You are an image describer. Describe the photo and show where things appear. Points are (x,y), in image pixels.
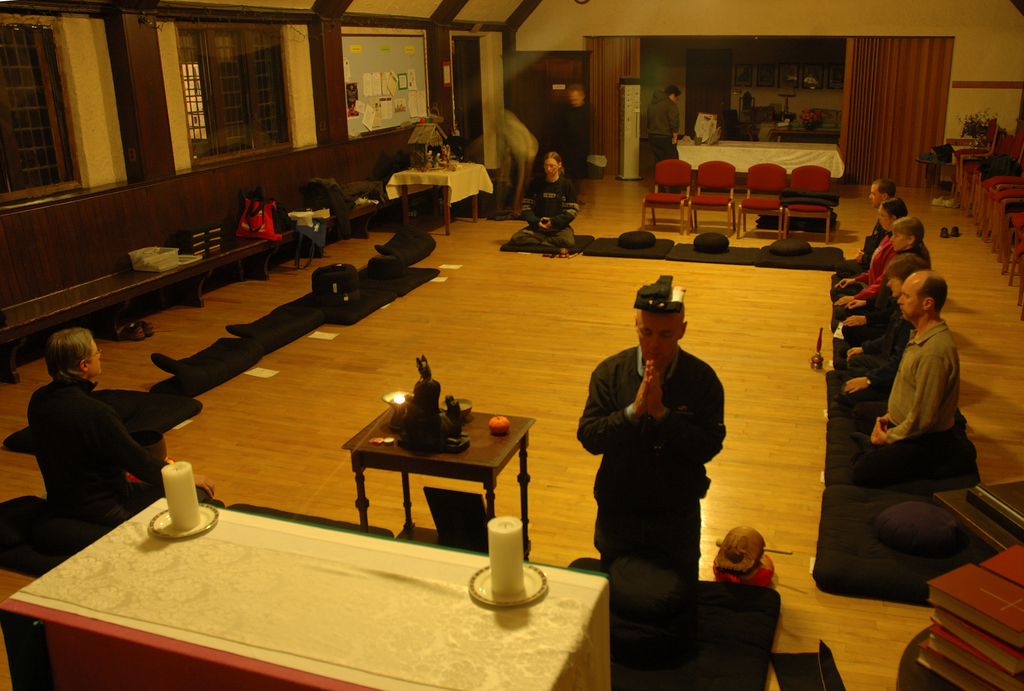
In this image i can see a person (650,410) standing and praying there are two candles (521,587) on a table (317,628) at the back ground (854,277) i can see few other persons (854,465) sitting on floor (854,246), four chairs (798,205), table (737,151), small toy (426,138) on a table (442,164), wooden wall (347,153), window (275,128), and a curtain (615,67).
